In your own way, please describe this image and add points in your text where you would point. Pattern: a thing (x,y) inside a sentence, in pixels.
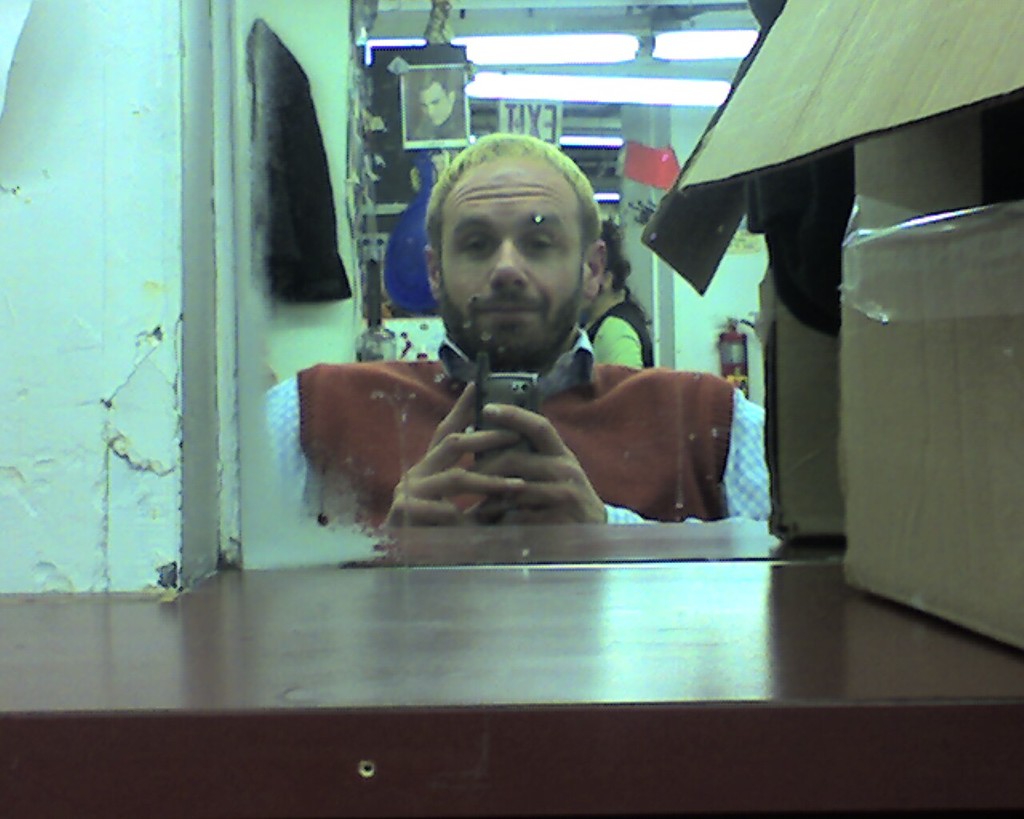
A man (628,469) is looking into the mirror (601,445) by holding a mobile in his hands (557,485), he wore brown color sweater (655,485).
